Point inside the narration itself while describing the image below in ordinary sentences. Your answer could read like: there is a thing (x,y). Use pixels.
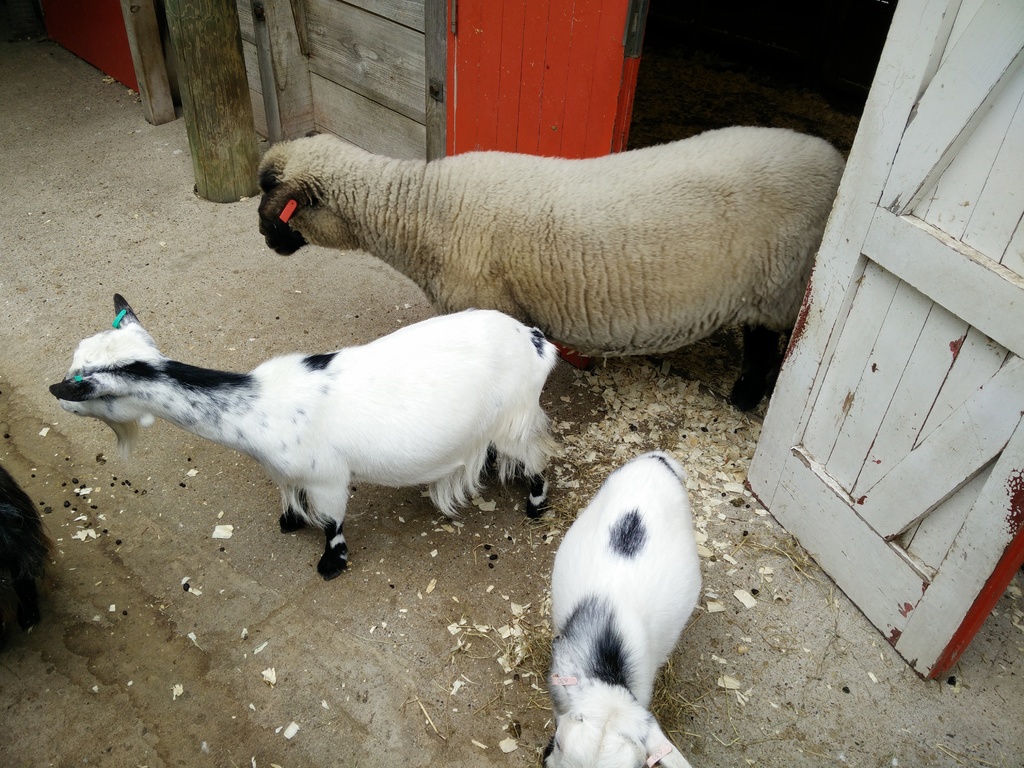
In this picture there is a sheep (566,225) and two goats (607,608) in the image and there is a wooden house (317,89) and a pole (233,6) at the top side of the image (146,105).
